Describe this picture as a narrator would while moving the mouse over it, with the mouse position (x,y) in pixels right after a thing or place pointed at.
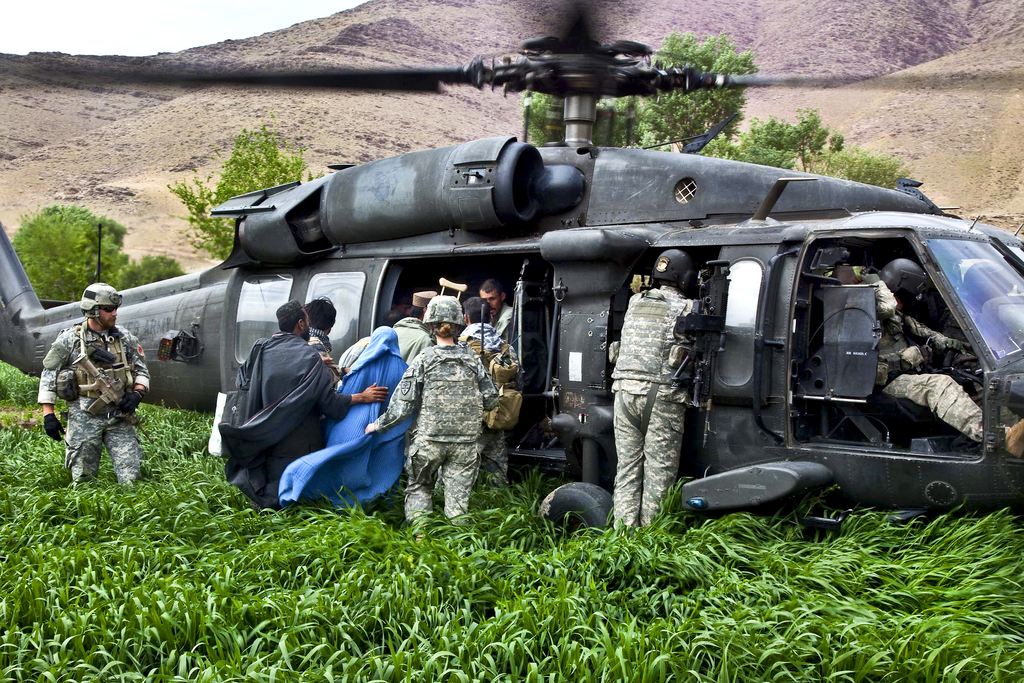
In the center of the image (529,334) there is a chopper (517,349). There are people (272,398) getting into chopper (295,290). In the bottom of there is grass (255,605). In the background of the image (392,51) there are mountains (331,47).
